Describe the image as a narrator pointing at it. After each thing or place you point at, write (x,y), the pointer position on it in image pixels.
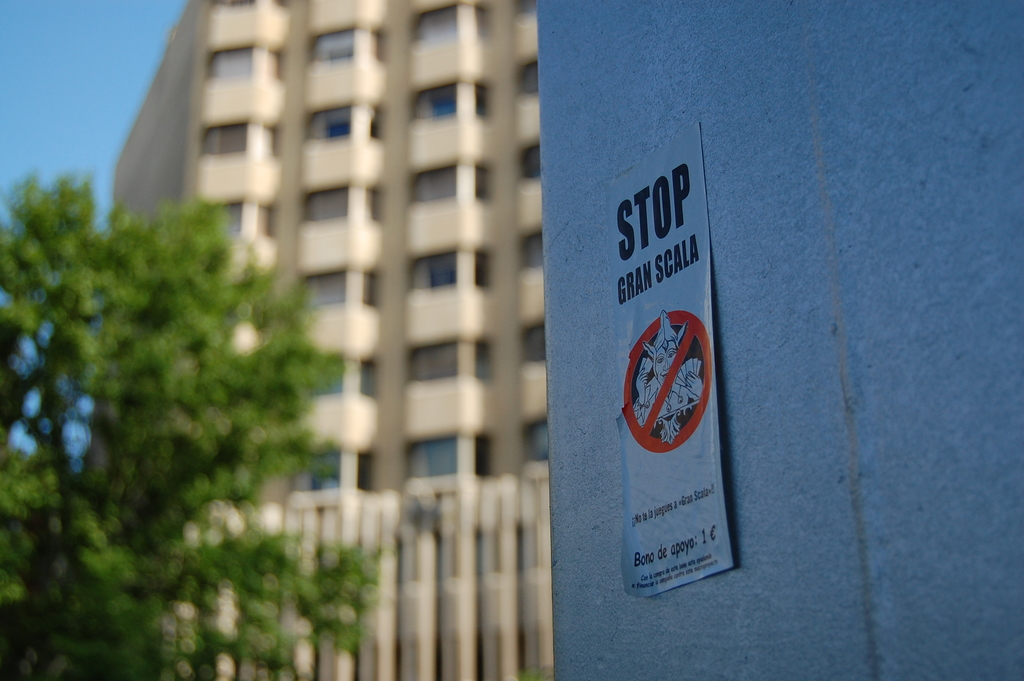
In this image, on the right side (944,110), we can see a wall (882,236). On the right side (695,289), we can also see a poster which is attached to a wall (939,180). In the middle of the image (409,252), we can see a building (420,305) and glass window (478,371). On the left side (248,487), we can see some trees (285,383). At the top (70,104), we can see a sky (96,142).
